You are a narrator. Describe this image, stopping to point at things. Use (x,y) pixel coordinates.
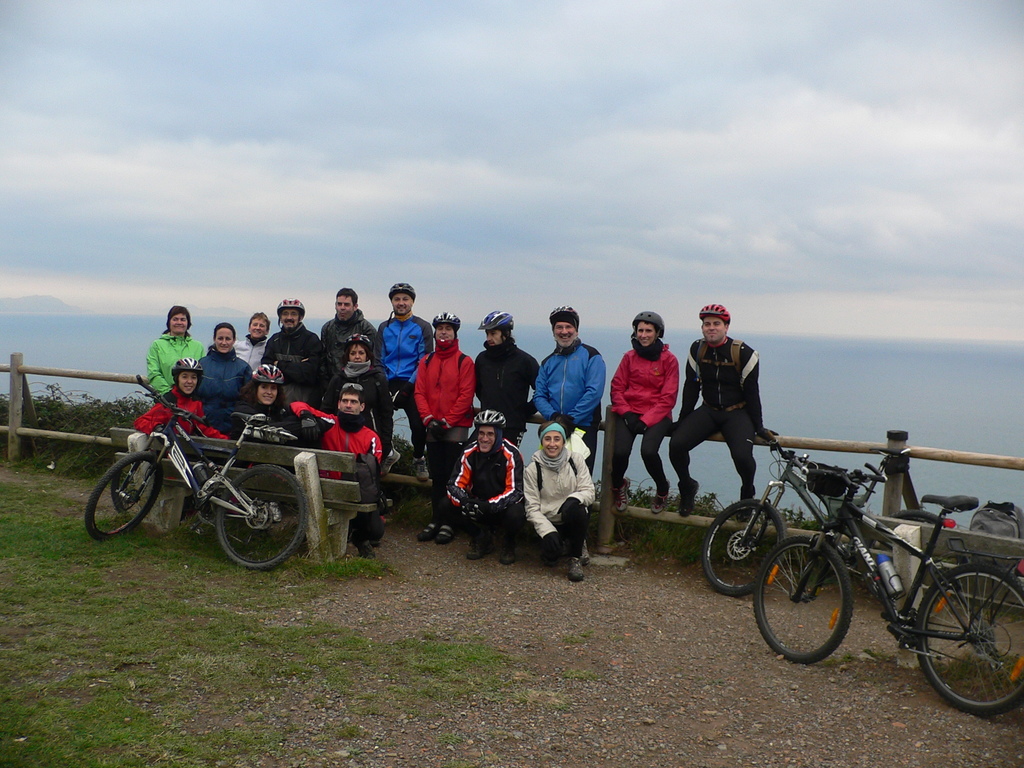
In this image I can see three bicycles (772,503) and a group of people (466,427) are sitting on a fence (611,456). In the background (637,473) I can see water (969,390) and the sky (619,245). This image is taken may be near the ocean (1007,372).
